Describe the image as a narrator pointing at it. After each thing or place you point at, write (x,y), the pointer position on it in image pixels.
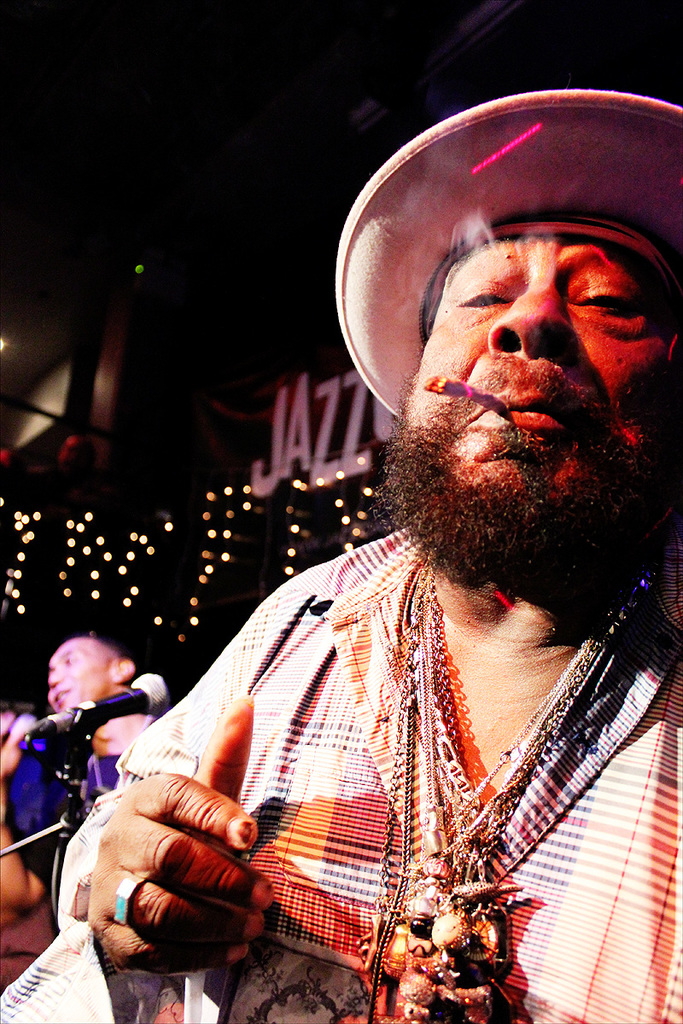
In this picture we can observe a person (451,856) wearing a hat (449,206) on his head (433,335). Behind him there is another person (120,751). We can observe a mic (136,696) and a stand (44,831). There are some lights (138,545) in the background (142,542).
